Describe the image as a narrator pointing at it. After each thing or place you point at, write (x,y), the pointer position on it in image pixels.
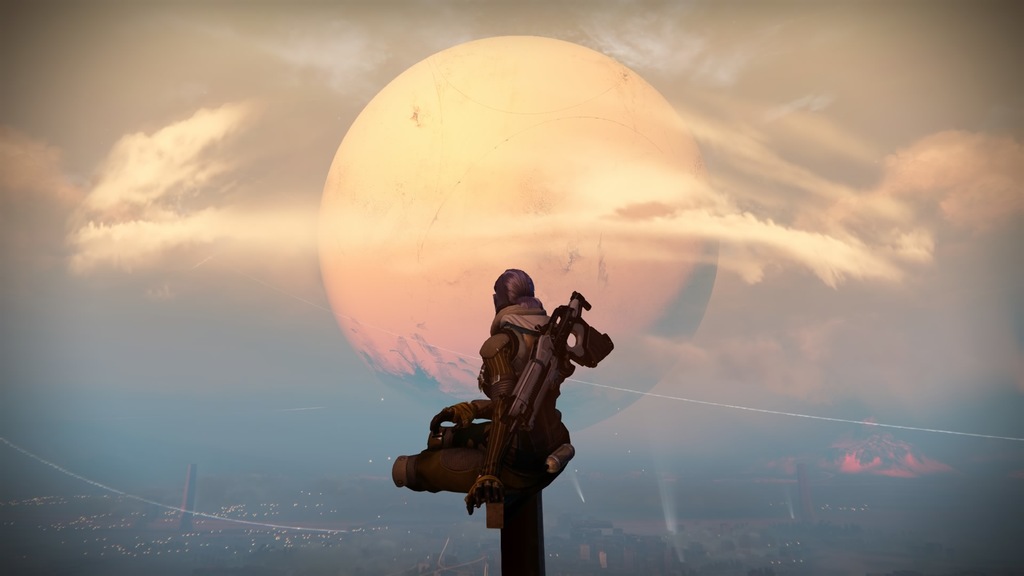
This is an animated image where we can see a person (500,345), the sky (283,43) and the moon (569,226). At the bottom of the image (248,535), we can see the city (759,541).
